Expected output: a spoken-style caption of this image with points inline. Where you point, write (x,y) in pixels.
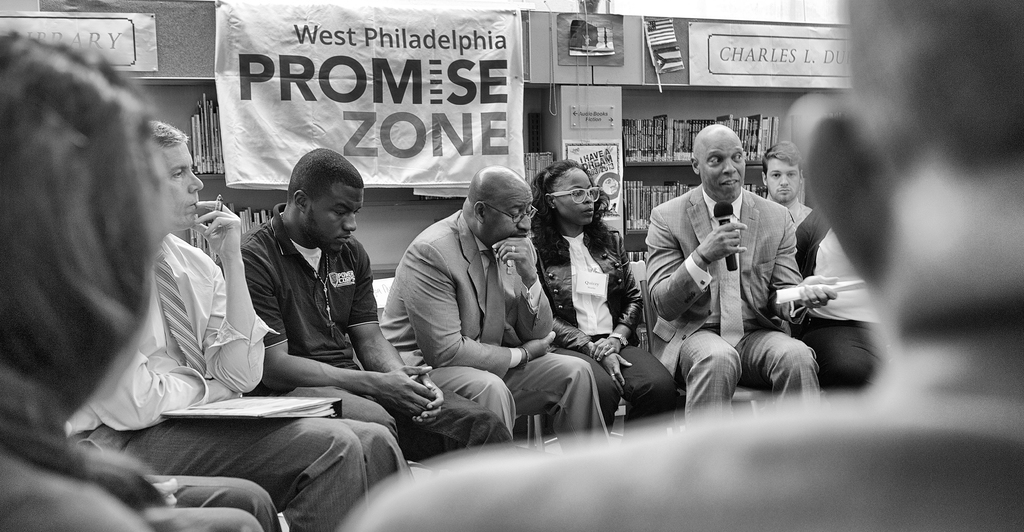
In this picture we can see a group of men and women (713,412) sitting on the chair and listening to the man (696,299), who is speaking something on the microphone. Behind we can see the wooden rack (671,119) with full of books (648,133) and white banner cloth (342,35).
